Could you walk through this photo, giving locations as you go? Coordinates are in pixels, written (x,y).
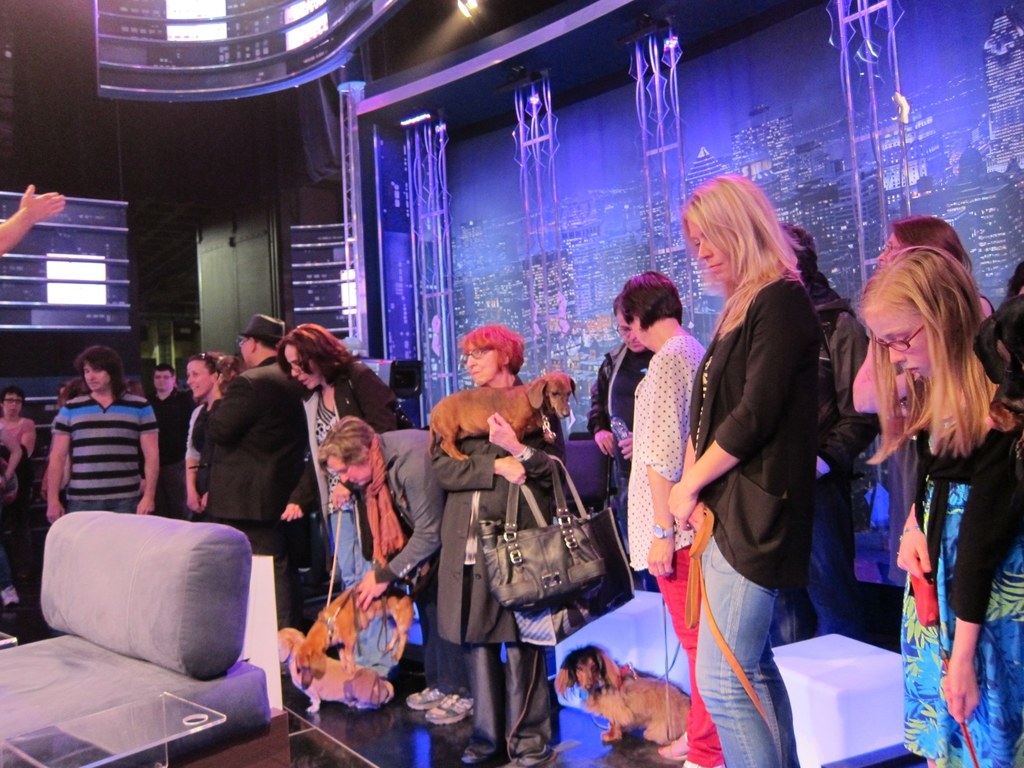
In this image I can see group of people (405,441) some are standing and some are sitting, the person (464,481) in front (454,536) wearing black jacket (442,540) and black color bag (531,539). Background (78,236) I can see few glasses (78,249) and I can see blue color lights (612,213).
